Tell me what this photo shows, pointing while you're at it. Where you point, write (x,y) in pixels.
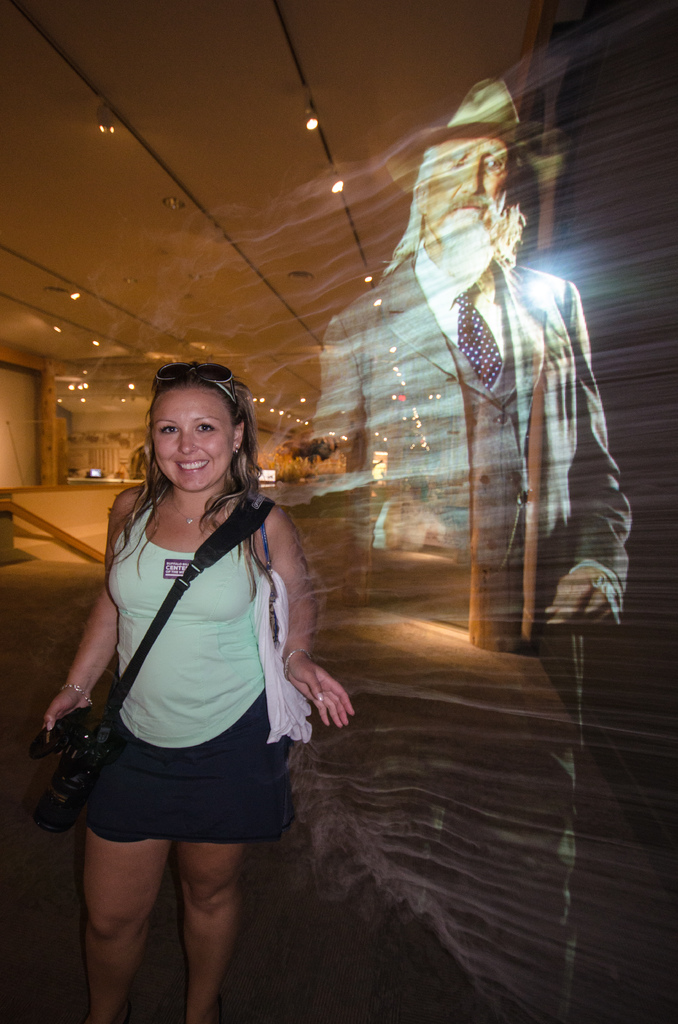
In this image there is a woman (211,697) standing towards the bottom of the image (211,735), she is holding an object (104,743), she is wearing a bag (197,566), there is a man (465,393), there is floor (343,957) towards the bottom of the image (314,957), there is an object (60,539) towards the left of the image (40,506), there is a wall (24,433) towards the left of the image (16,396), there is roof (270,122) towards the top of the image (232,177), there are lights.
